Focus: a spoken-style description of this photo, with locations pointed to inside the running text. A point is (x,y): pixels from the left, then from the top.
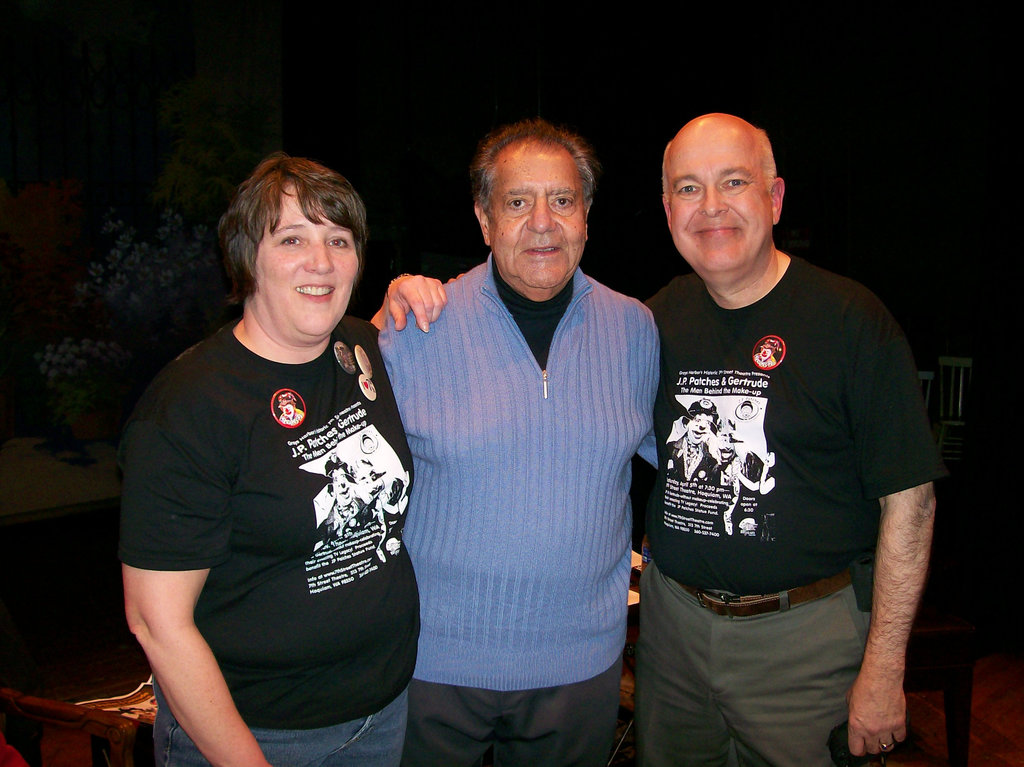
In the image we can see two men (497,455) and a woman (295,544) standing, they are wearing clothes (454,595) and they are smiling. We can even see there are chairs (39,711) and the background (361,66) is dark.
